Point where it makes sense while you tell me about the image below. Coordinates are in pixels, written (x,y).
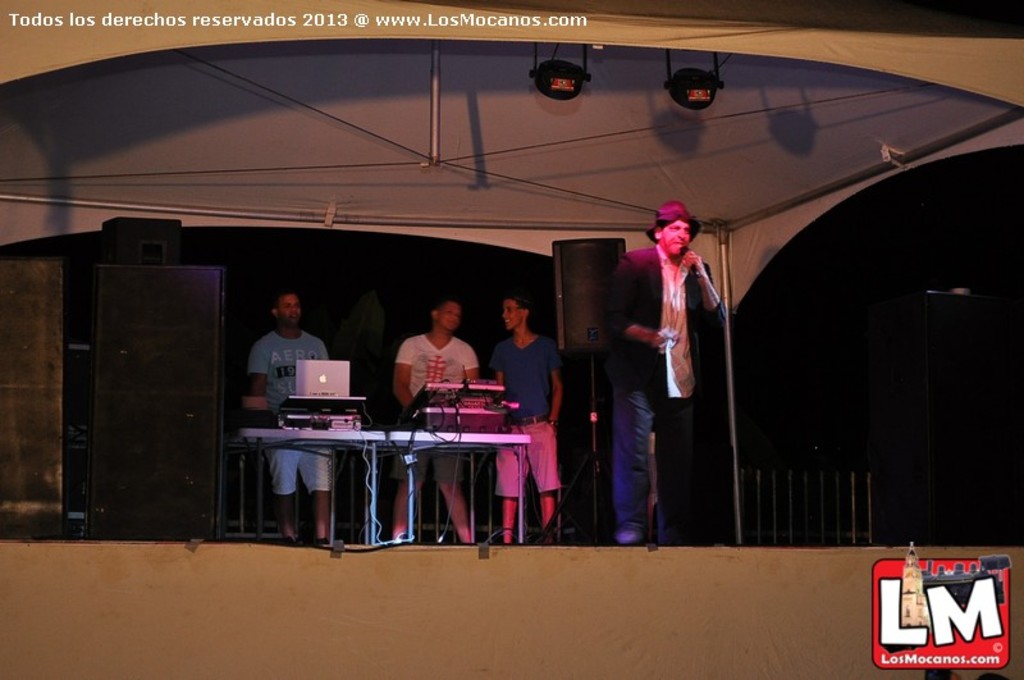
In this picture we can see four men (441,310) standing on stage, speakers (598,295), laptop (328,393), tables (283,435) and in the background (429,278) it is dark.
